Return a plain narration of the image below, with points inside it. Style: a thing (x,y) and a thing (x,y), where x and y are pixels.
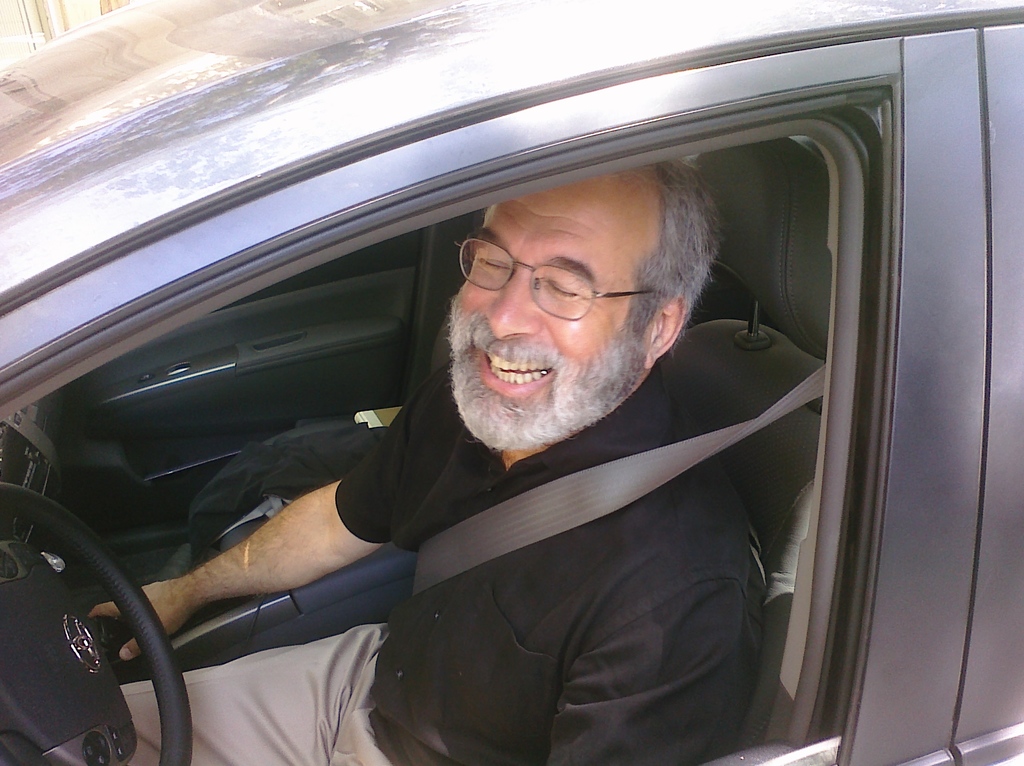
Here we can see a old man (456,468) sitting in a car (263,606) and there is a steering (165,671) in front of him.
